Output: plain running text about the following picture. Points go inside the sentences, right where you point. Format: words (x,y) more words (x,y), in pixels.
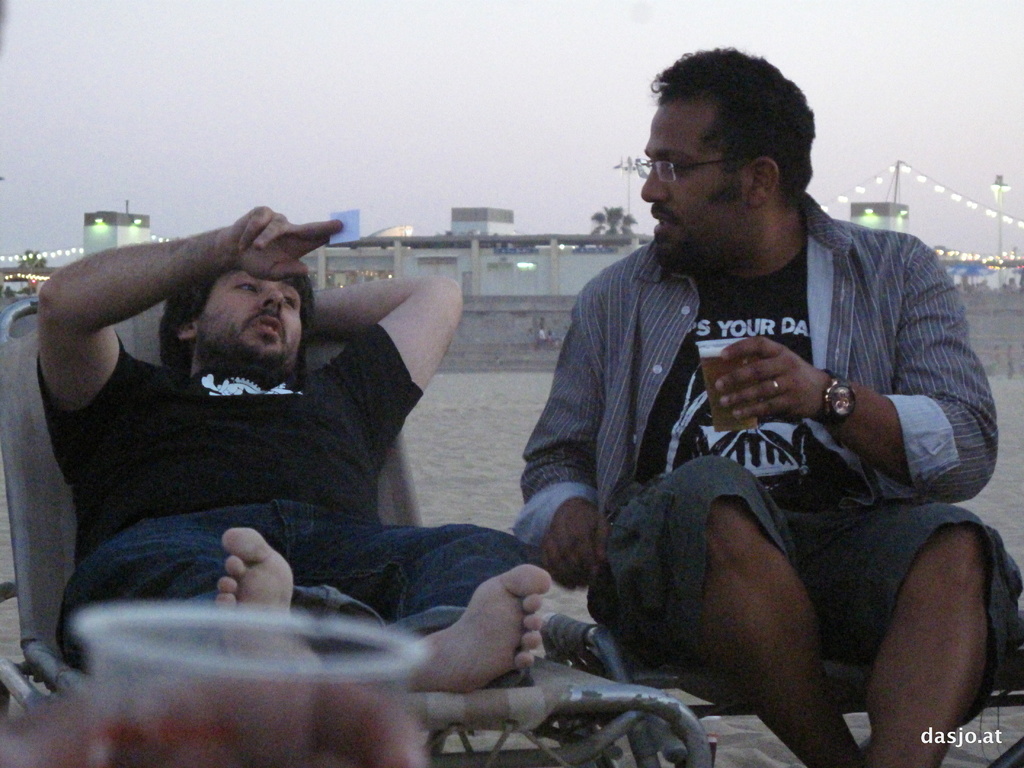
In this picture there are two men (338,427) sitting, among them one man (798,491) holding a glass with drink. In the background of the image (456,436) we can see sand (511,399), buildings (564,260), lights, trees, poles (629,210) and sky (303,156). In the bottom left side of the image (181,611) we can see a glass (240,741). In the bottom right side of the image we can see text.
